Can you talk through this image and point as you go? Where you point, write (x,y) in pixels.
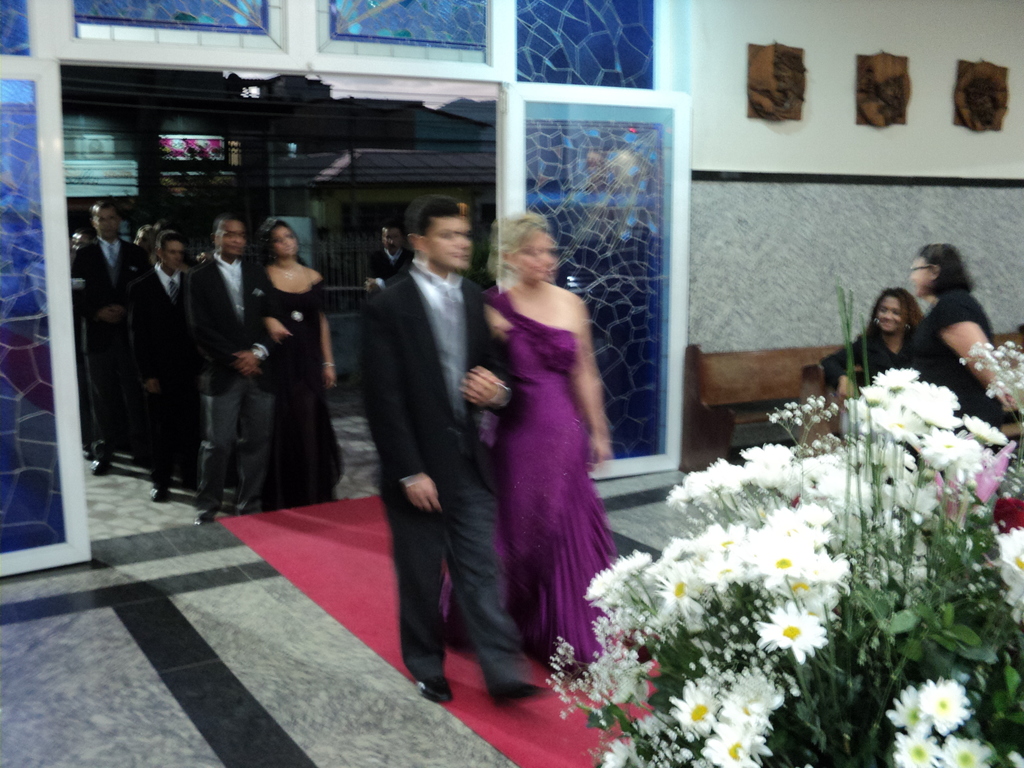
In this image in the center (489,400) there are some people (367,359) who are holding hands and walking, and on the right side (893,587) there are some flower bouquets (878,417) and two of them are sitting and watching. And at the bottom (227,650) there is floor (204,680) and carpet (379,558), and in the background (529,188) there are doors (613,241), wall (735,149) and some object (892,102) on the wall (774,156). And there is a bench (725,388) and in the background (118,150) there are some houses (232,172) and some objects (172,138).
